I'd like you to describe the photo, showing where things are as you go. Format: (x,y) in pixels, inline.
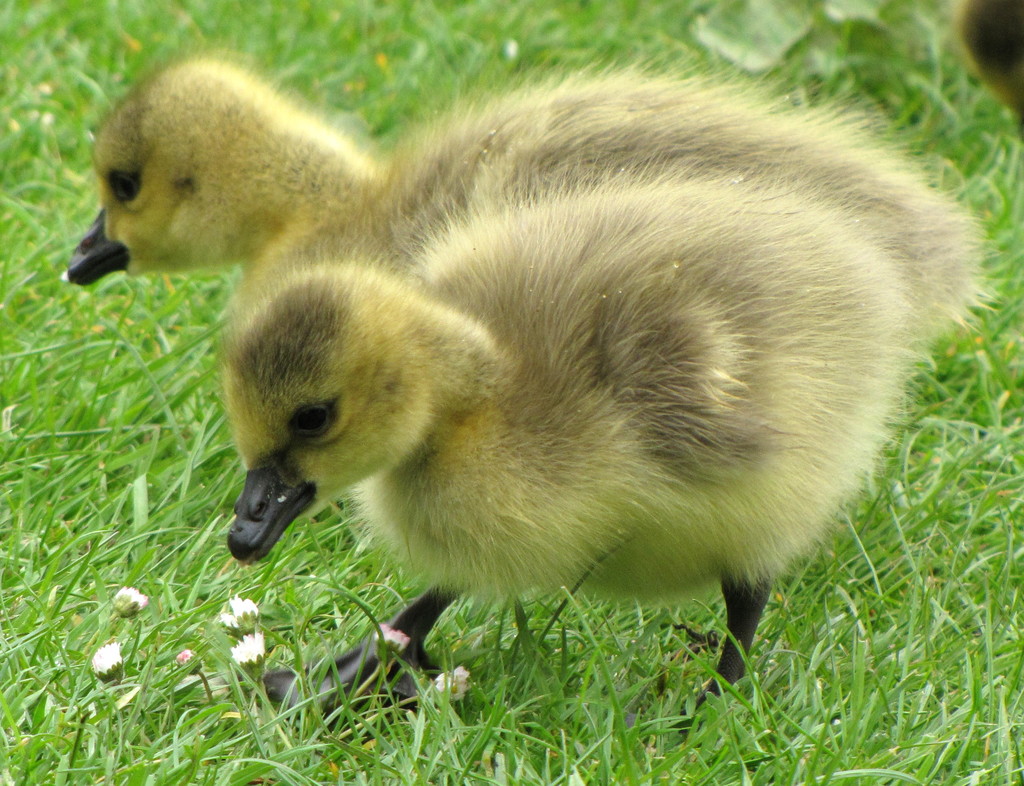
In this picture I can see two goslings (469,456) on the grass (204,506), and there are tiny flowers (459,675).
